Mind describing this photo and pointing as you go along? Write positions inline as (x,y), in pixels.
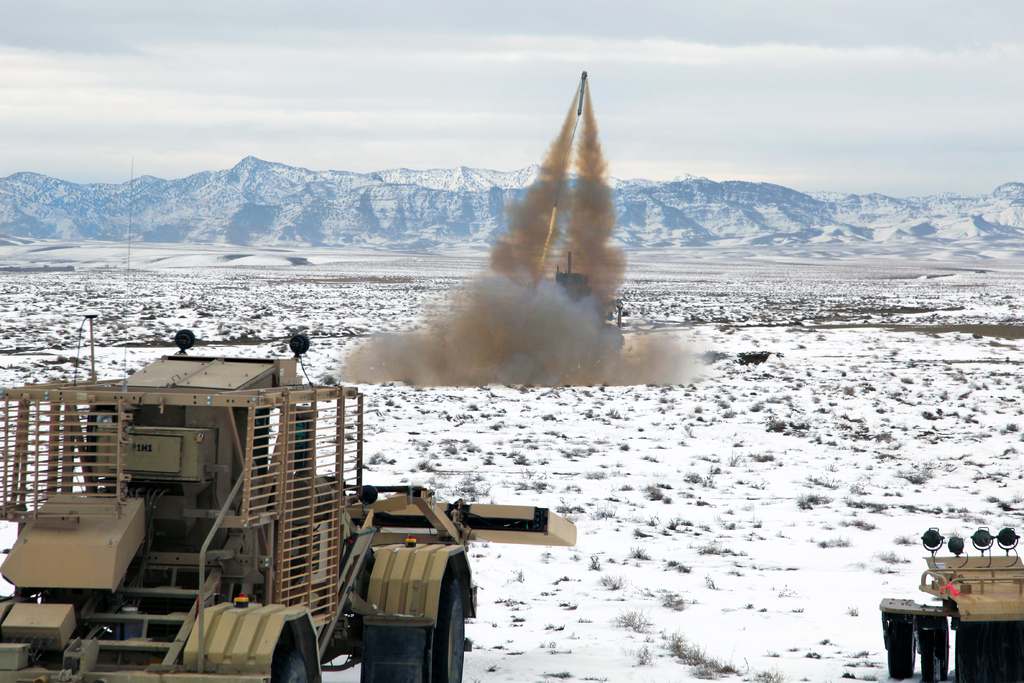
In this picture we can see a place (72,299) surrounded with ice mountains (37,208) and snow (706,327) on the ground (716,488). Here we can see vehicles (198,364) on the ground (583,411) and a missile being launched into the cloudy sky (621,88).
